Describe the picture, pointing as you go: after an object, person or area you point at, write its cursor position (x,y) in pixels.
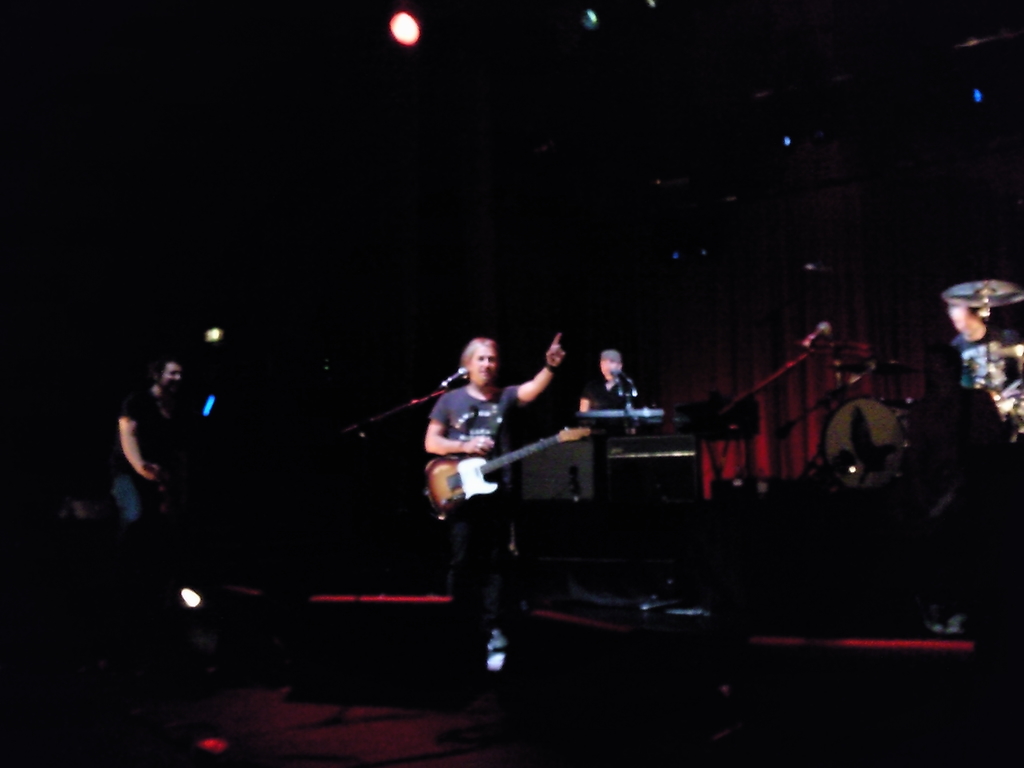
there is man (453,410) holding a guitar (477,488) in the front (487,459) and either sides of the image there are persons (959,322) playing other musical instruments (905,466) such as drums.
